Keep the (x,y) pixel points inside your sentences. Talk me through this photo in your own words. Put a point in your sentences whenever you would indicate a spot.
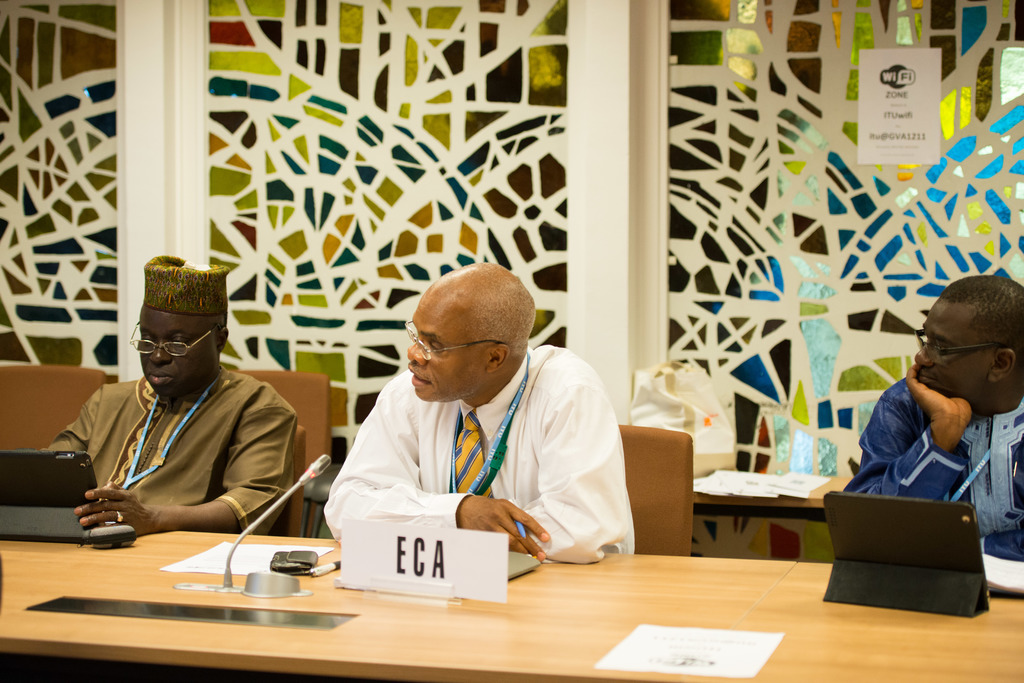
In this image in the center (458,411) there are three persons (246,475) who are sitting on chairs (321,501), in front of them there is one table (840,608). On the table (164,533) there are some name plates (492,561), papers (672,639) and mike's (229,578). In the background (306,142) there is a wall (837,184) and one paper (899,126) is stick to the wall (847,174).
